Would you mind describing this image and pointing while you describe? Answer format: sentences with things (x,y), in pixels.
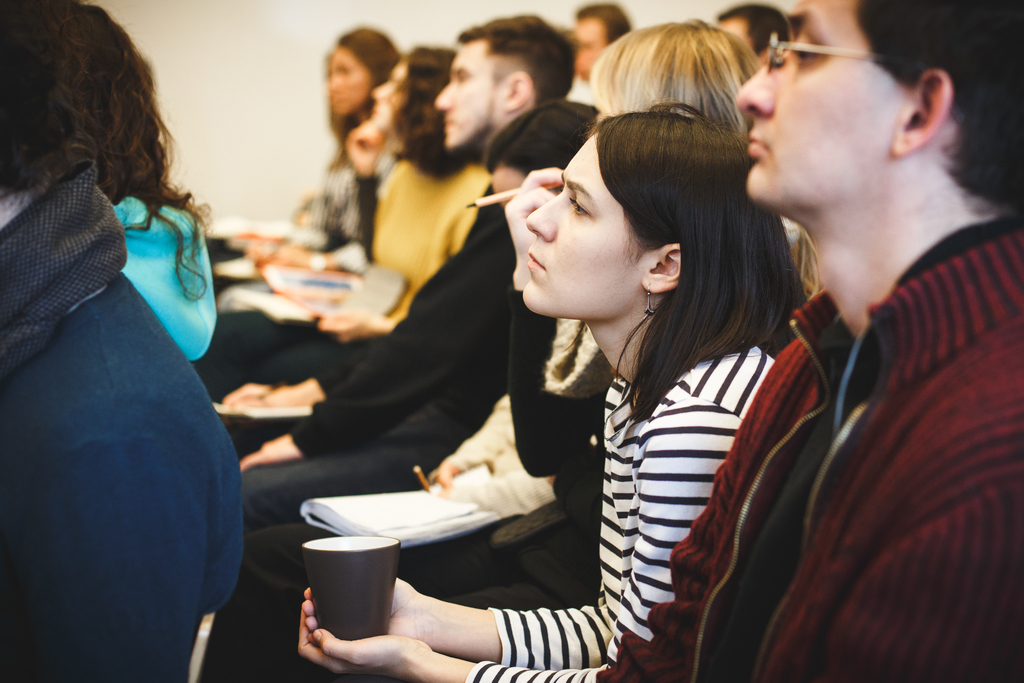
In this image, there are some persons (775,230) wearing clothes (770,430) and sitting together. There is a person (580,223) at the bottom of the image (538,639) holding a coffee cup (363,594) with her hands (395,604). There is a person (759,417) on the right side of the image (847,376) wearing spectacles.
